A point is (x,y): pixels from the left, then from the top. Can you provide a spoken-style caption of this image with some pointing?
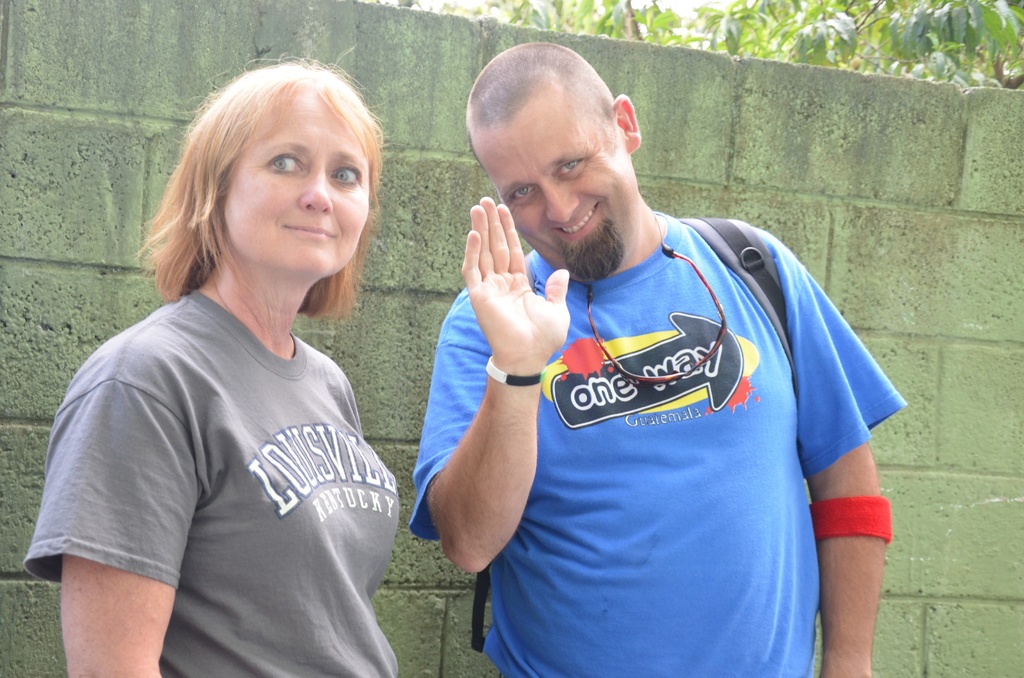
In this image there is a man (661,453) on the right side (699,482) and a woman (281,413) on the left side (217,385). In the background (468,174) there is a wall (437,210). Behind the wall (384,182) there is a tree (871,24). The man (792,262) is raising the hand (520,389).
